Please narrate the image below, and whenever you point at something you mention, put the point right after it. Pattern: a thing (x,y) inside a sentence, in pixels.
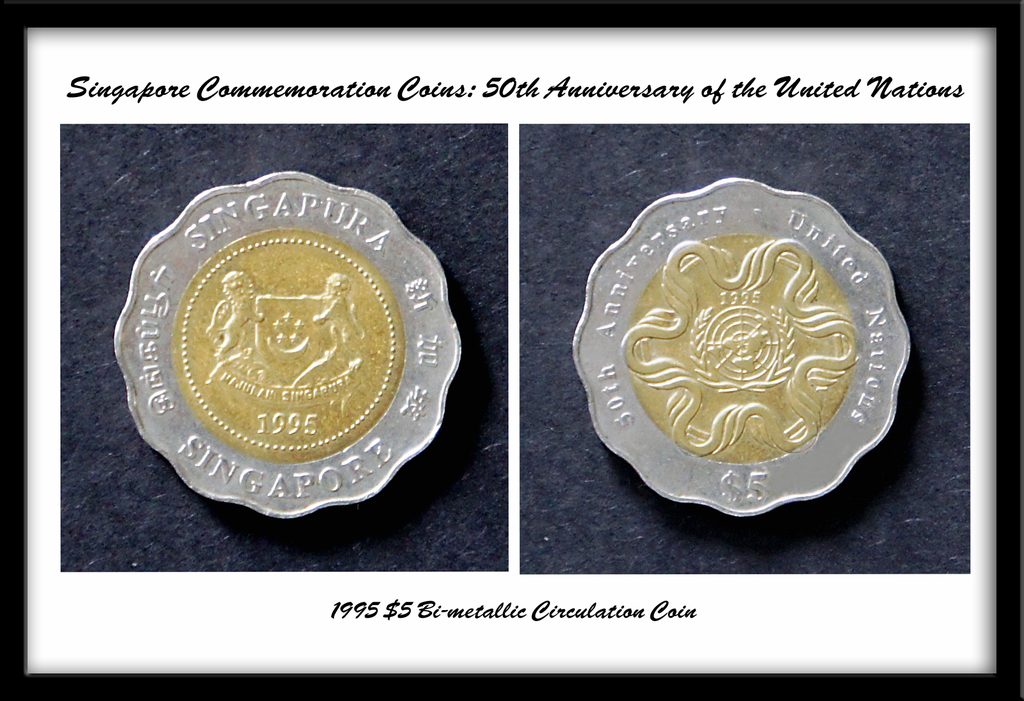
In this picture I can see couple of images of coins (604,375) and I can see text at the top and at the bottom of the picture (392,613). It looks like a photo frame (136,690).
